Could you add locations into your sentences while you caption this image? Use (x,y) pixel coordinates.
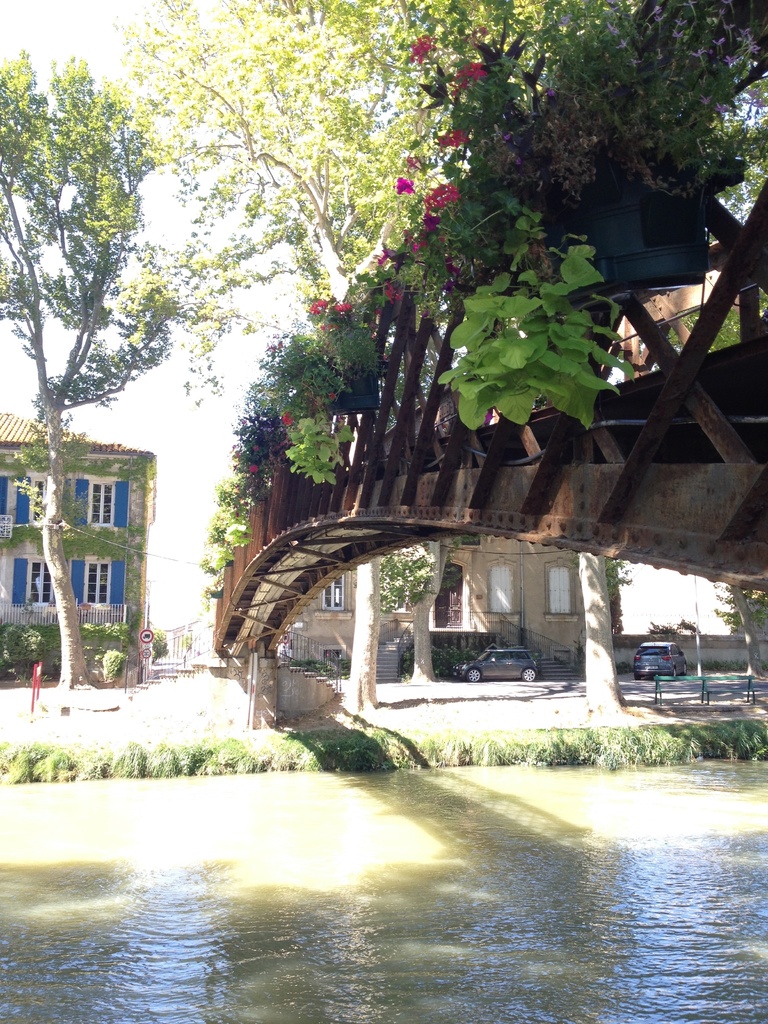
In this image I can see a bridge (276,646). On the bridge (447,351) I can see flower plants (469,294). Here I can see water (208,846). In the background (85,514) I can see houses (71,516) and trees (603,670). I can also see some cars (529,678) and sign board (141,654) over here.
